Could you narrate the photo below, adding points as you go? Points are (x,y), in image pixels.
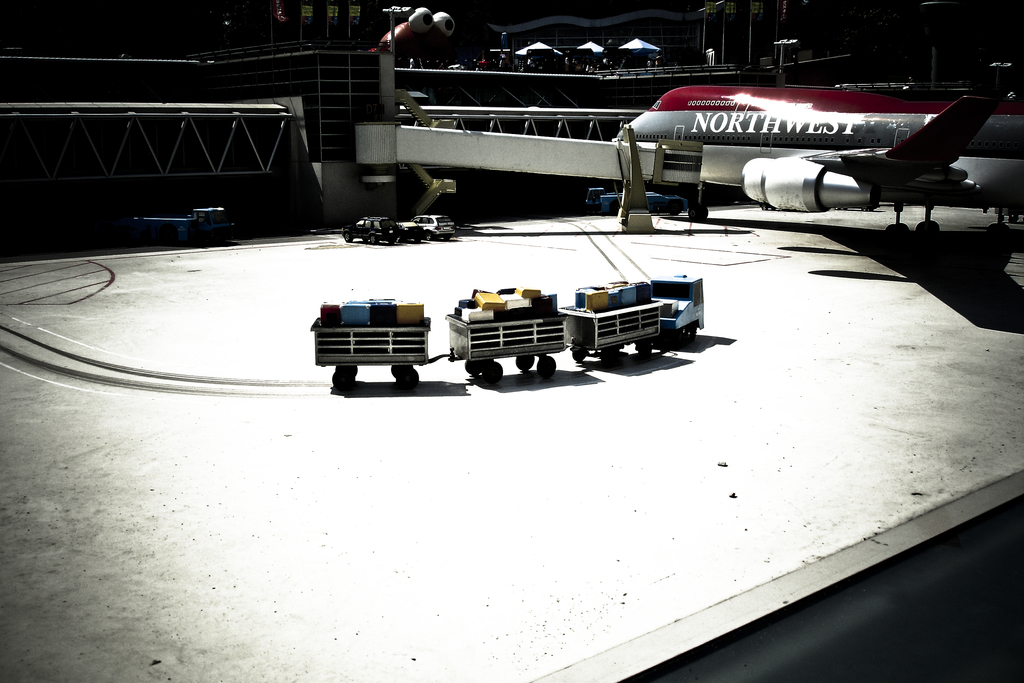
In this picture, we see the small toy vehicle (481,329) is carrying some small boxes (361,317) and it is moving on the road (570,394). On the right side (1005,165), we see an airplane (734,149) in grey and red color is on the runway (830,214). Beside that, we see two cars (399,232). In the background (494,107), we see iron rods (101,113) and beam (536,118).
